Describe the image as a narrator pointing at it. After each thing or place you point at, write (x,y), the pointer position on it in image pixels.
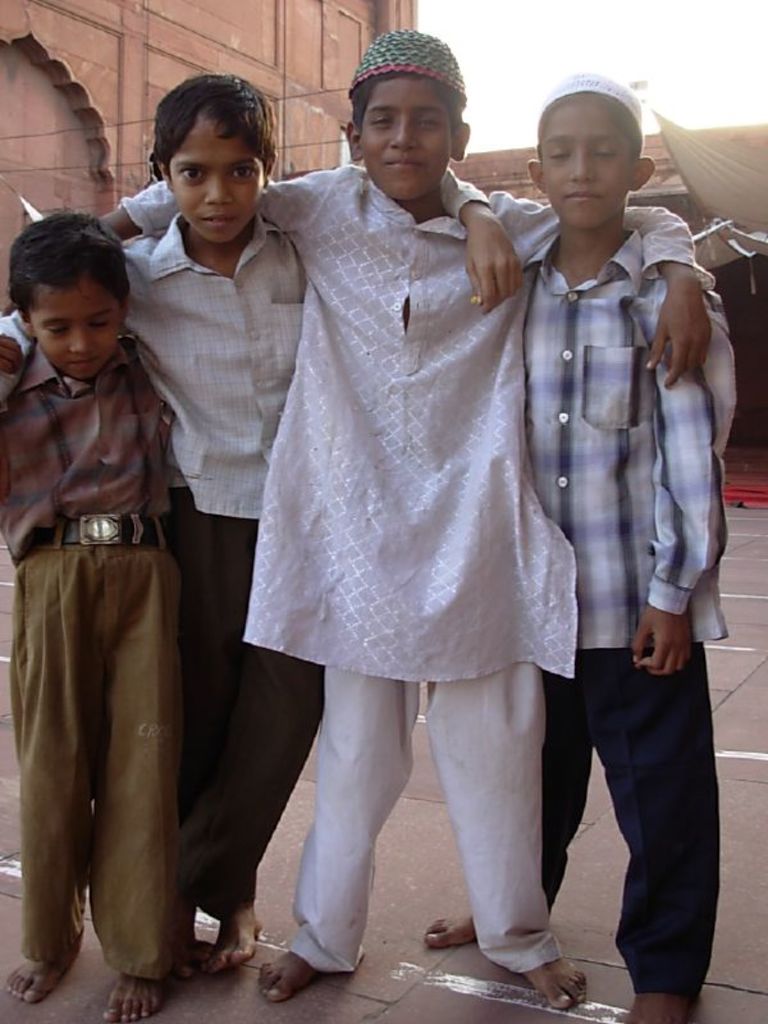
In front of the picture, we see four boys (425,362) are standing. They are smiling. They are putting their hands (481,242) on the shoulders (300,184) of the boy (241,339) who is standing beside them. Behind them, we see a building (45,93) in brown color.
